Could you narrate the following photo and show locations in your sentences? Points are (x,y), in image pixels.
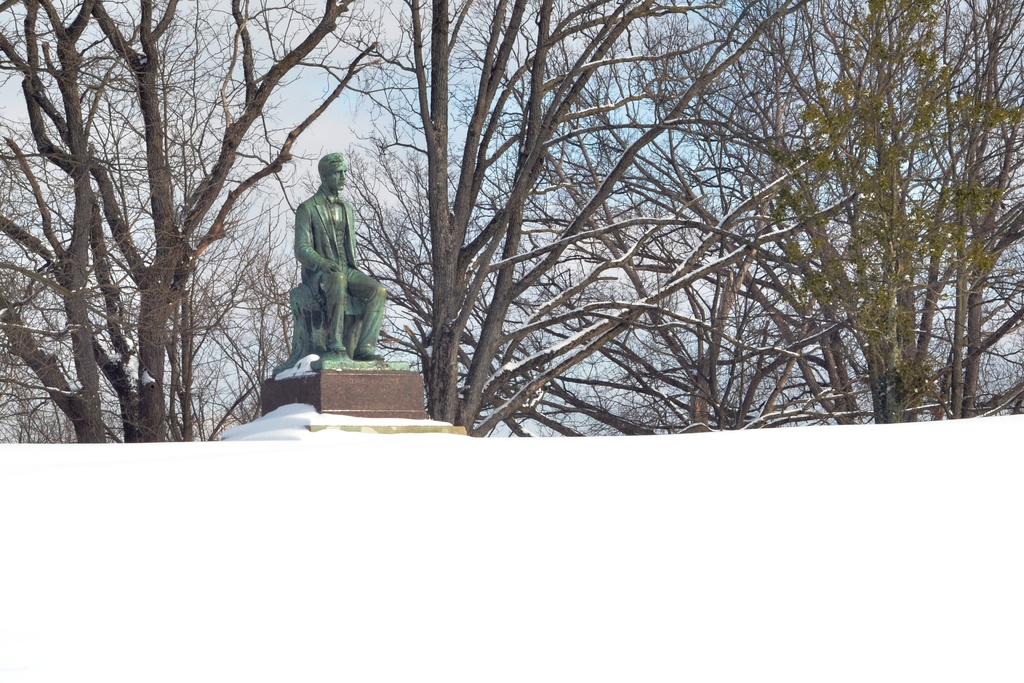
In the center of the image (347,264) there is a statue (292,397). In the background of the image (438,140) there are trees (335,92) and sky (344,102).
